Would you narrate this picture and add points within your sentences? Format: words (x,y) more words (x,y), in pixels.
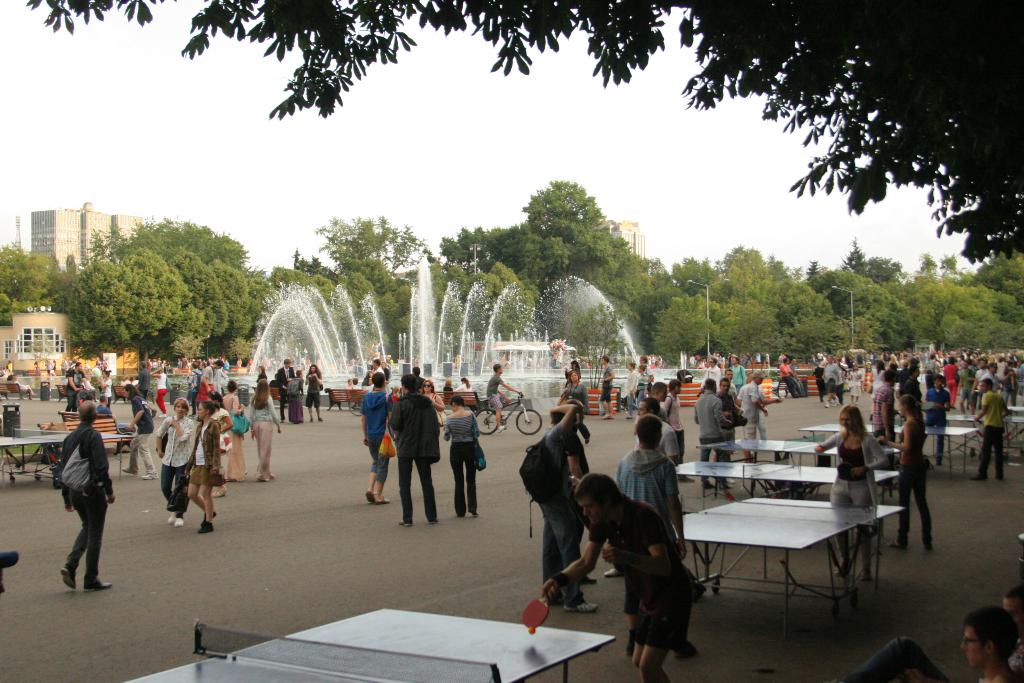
this is a image of a out side of a city (457,560) and there is a sky (250,164) visible and there is a fountain (291,327) visible and there are the people (894,356) stand and walking on the road (779,403) and there are some trees (86,303) and buildings (40,236) visible and there are some tables (787,539) kept on the floor (795,490) and there are some persons (836,458) playing a game.
